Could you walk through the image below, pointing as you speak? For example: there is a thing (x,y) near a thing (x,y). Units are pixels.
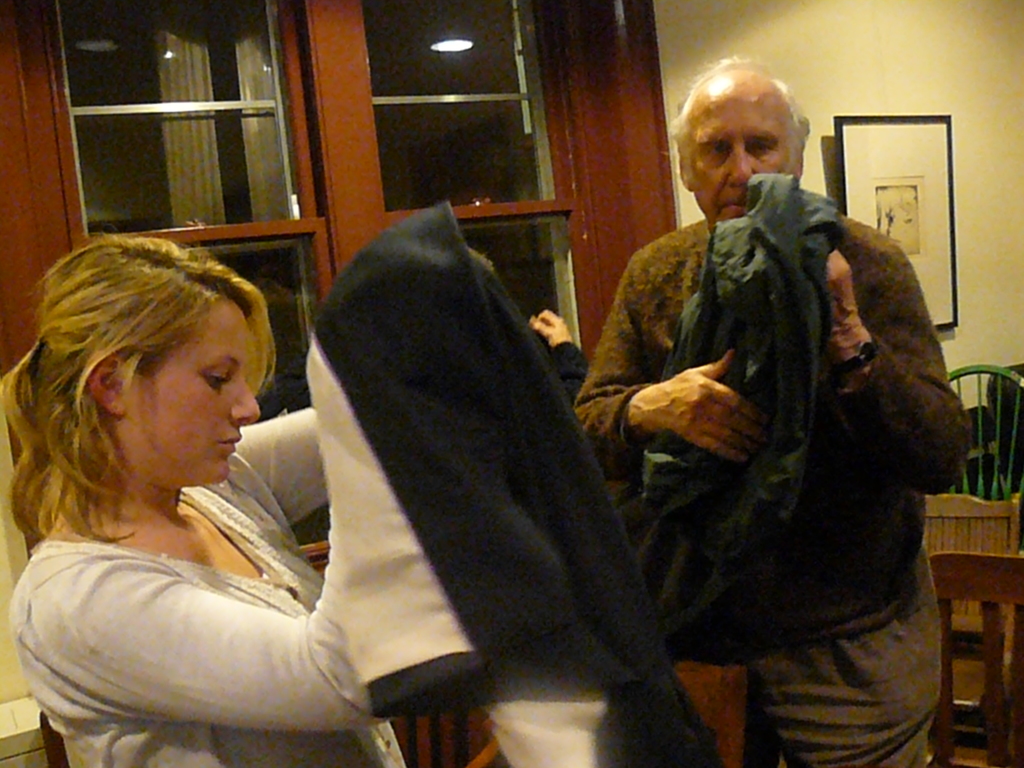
In this image there is a woman (220,579) wearing a white shirt (215,670) is holding a cloth (443,442) in her hand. Beside there is a person (850,664) standing and holding a cloth (817,347) in his hand (724,370). Beside him there are few chairs (986,628). There is a picture frame (916,246) attached to the wall (970,359) having window (432,174).
